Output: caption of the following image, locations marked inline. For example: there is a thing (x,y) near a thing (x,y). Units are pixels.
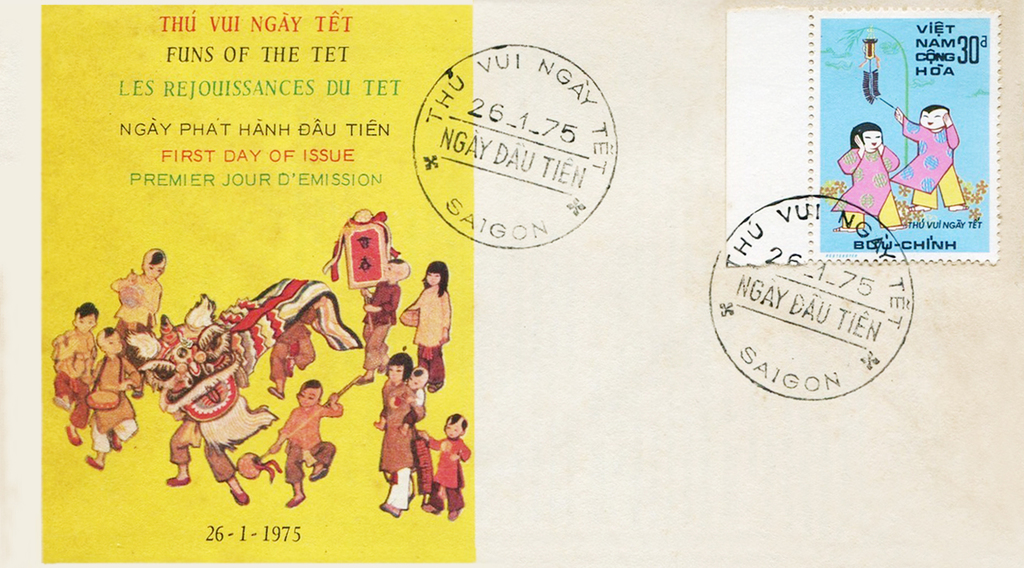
In the image we can see a paper (568,422), on the paper (1020,467) we can see some stamps (824,74), text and we can see some pictures (385,241).
